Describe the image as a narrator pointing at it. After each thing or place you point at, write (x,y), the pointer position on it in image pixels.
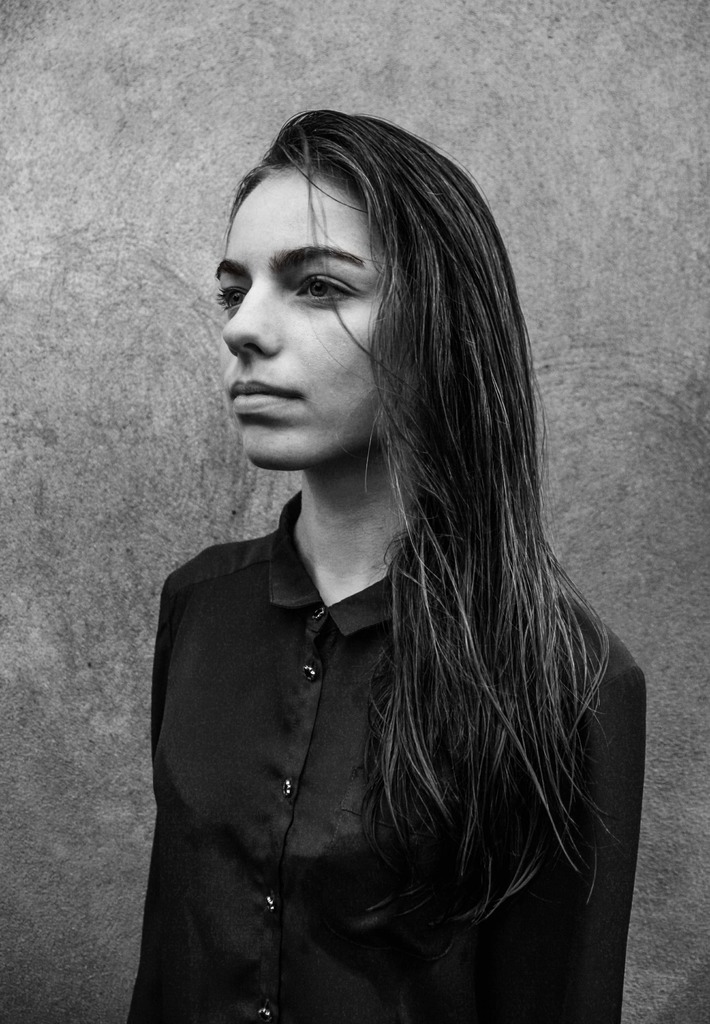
There is a girl (327,477) standing in the foreground area of the image (344,424) and a wall (215,256) in the background (137,62).
